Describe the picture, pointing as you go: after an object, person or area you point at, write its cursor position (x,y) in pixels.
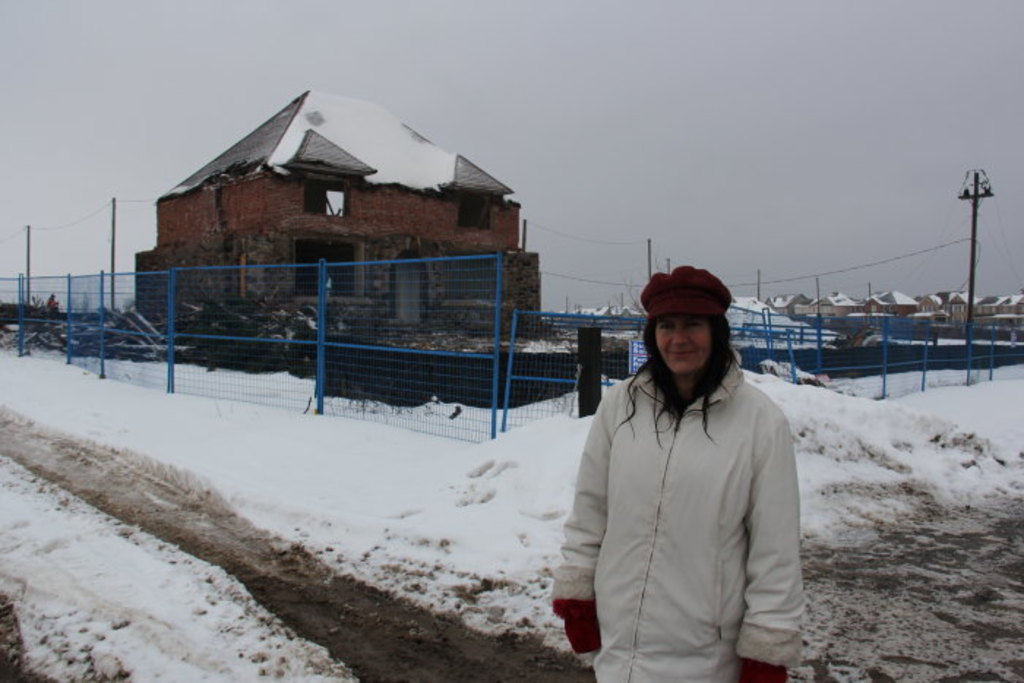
In the image there is a woman (708,447) standing in the foreground (681,462) and around the woman (670,531) there is a lot of snow (382,450) and behind the snow surface (9,383) there is a house (353,172), around the house (379,215) there is a fencing (324,349) and in the background (839,302) there are many other houses (997,311).
